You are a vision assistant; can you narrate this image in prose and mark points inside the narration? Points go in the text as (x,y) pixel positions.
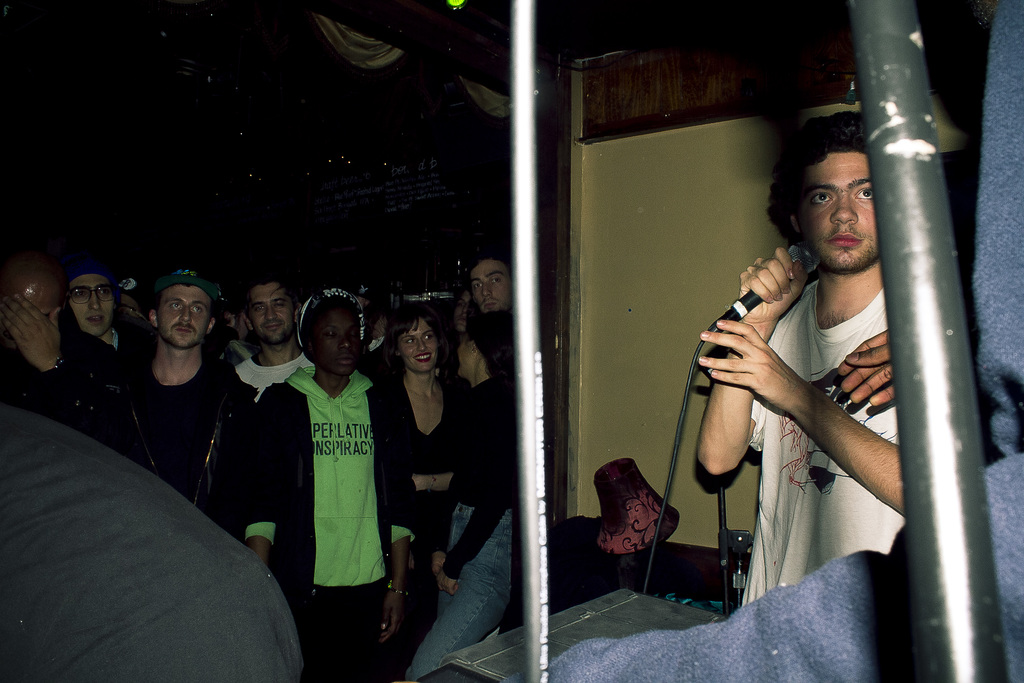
In this image, we can see people (821,267) and some are wearing caps (306,312) and one of them is holding a mic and we can see some rods (524,150), stands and there is a wall (572,213).
